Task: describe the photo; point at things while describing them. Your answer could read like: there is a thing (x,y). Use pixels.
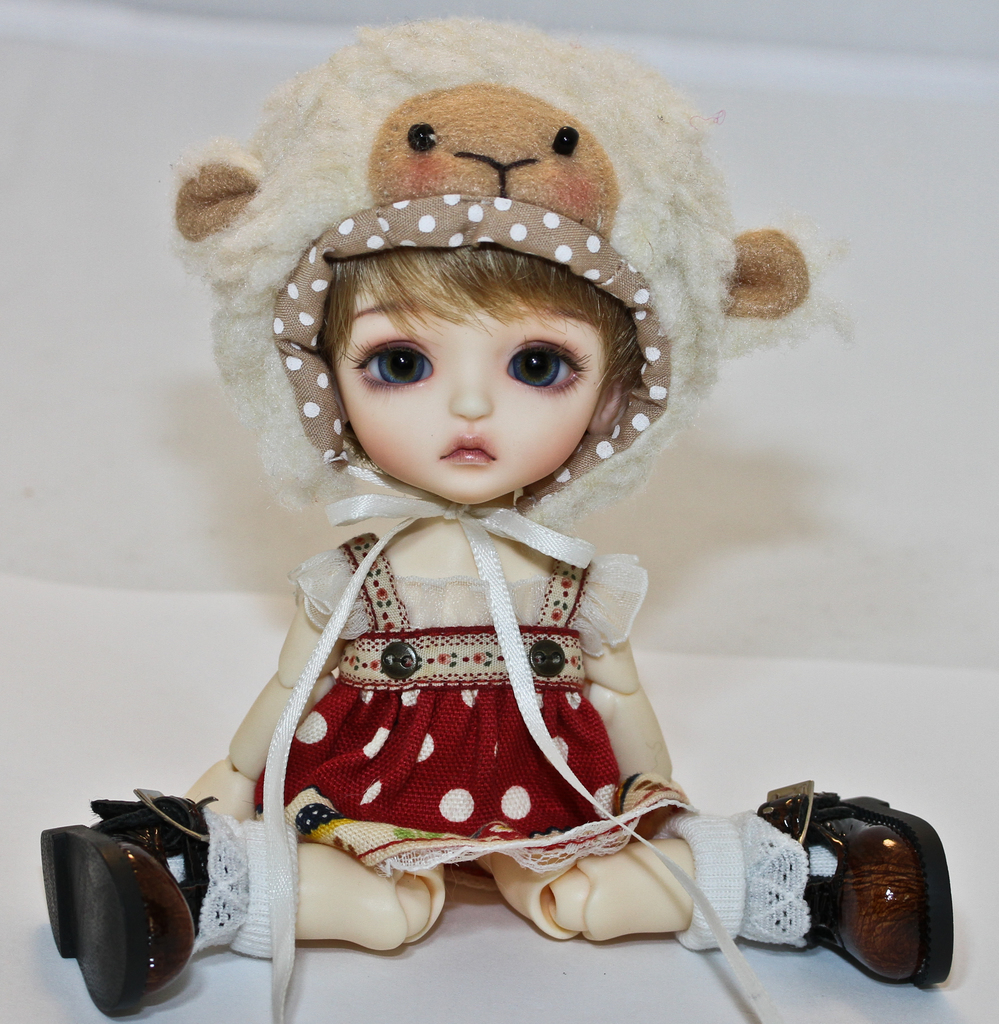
In the image we can see a doll (442,626), wearing clothes (414,781), shoes (865,893) and cap (397,201). The doll (345,396) is sitting on the white surface (112,694) and the wall (98,385).
